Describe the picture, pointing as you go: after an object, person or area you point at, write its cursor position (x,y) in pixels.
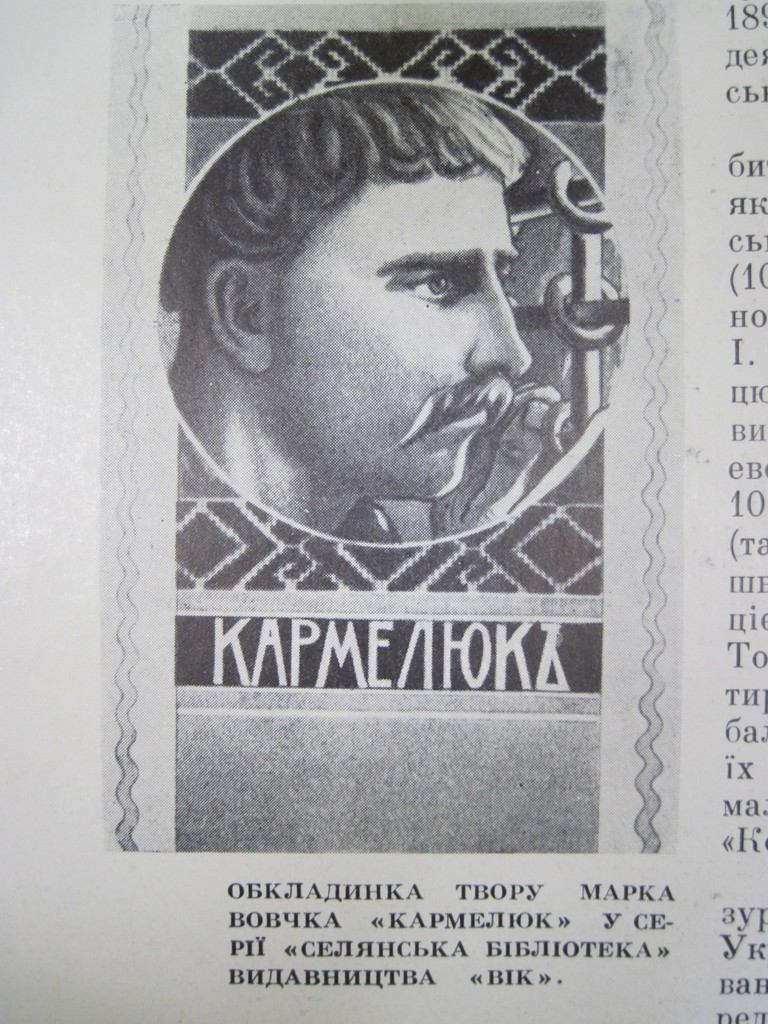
In this picture, we see a newspaper (211,673) containing the picture (499,228) of a man (418,531). We see some text (606,893) written on the paper (378,910).
